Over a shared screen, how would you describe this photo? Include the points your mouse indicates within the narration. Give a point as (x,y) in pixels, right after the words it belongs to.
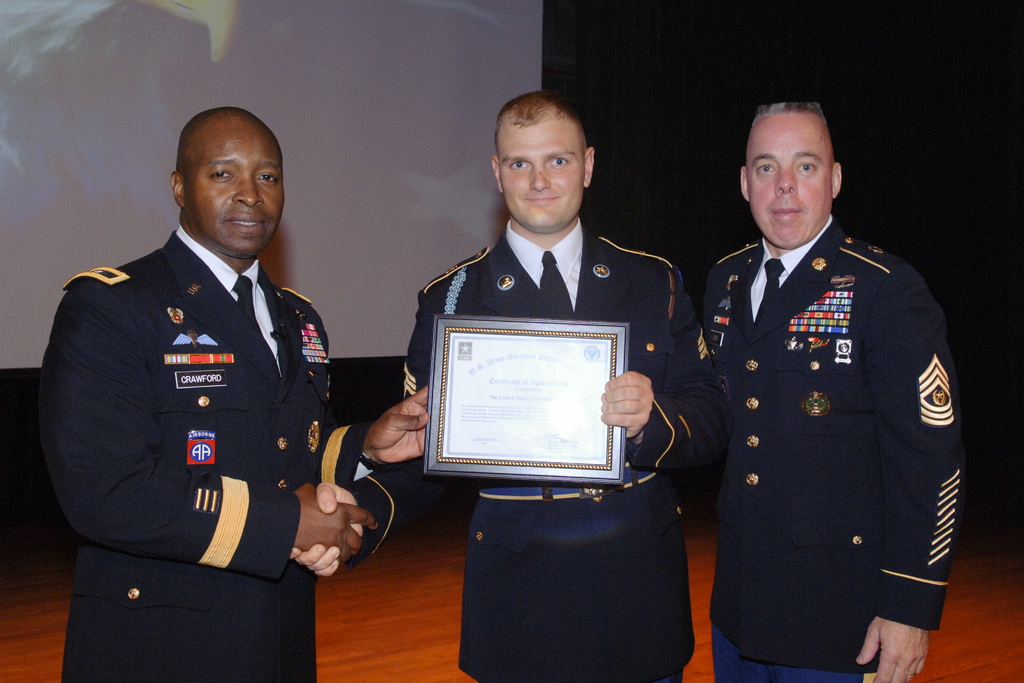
In this picture we can see there are three people (320,479) standing and two people (559,580) holding a certificate (451,336). Behind the people (454,301) there is a projector screen (419,114) and the dark background (920,171).
